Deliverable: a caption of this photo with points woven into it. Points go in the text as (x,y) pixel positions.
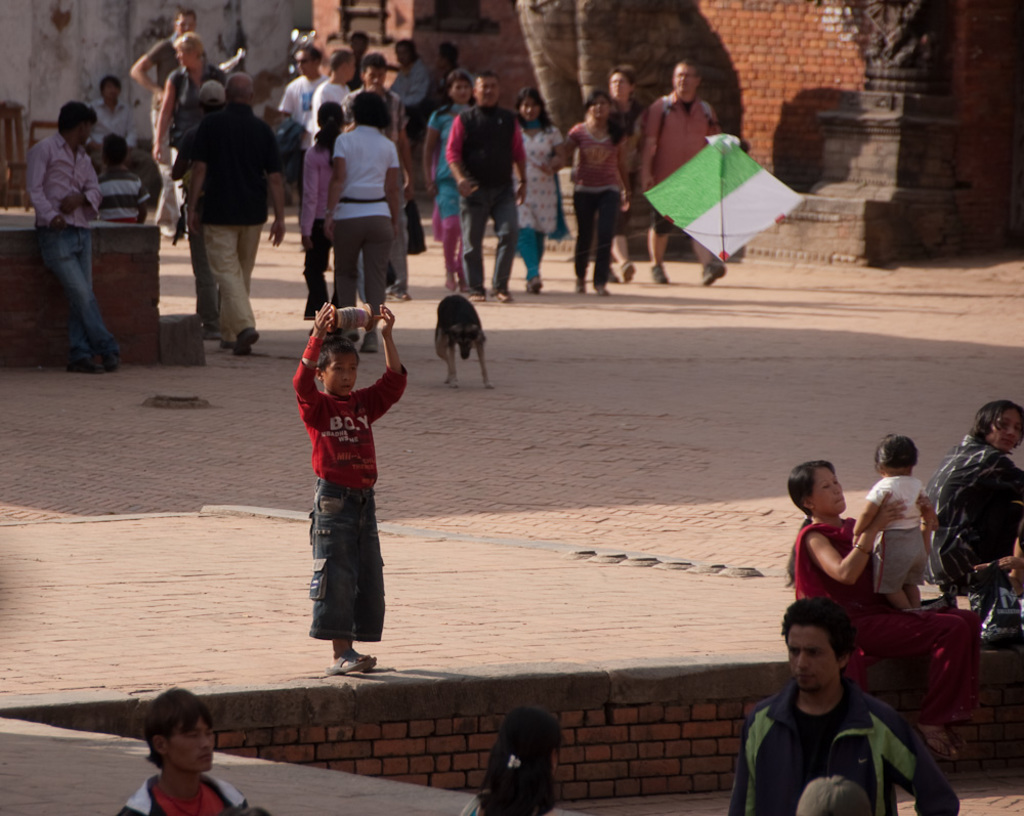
In this image in the center (403,272) there are some people (514,183) who are walking, and in the foreground (364,534) there is one boy (355,513) who is flying a kite (700,209) and the some of them are sitting and some of them are walking. At the bottom (721,726) there is a wall (407,676) and in the background (205,60) there are some buildings (709,73) and in the center (456,332) there is one dog (452,329).
